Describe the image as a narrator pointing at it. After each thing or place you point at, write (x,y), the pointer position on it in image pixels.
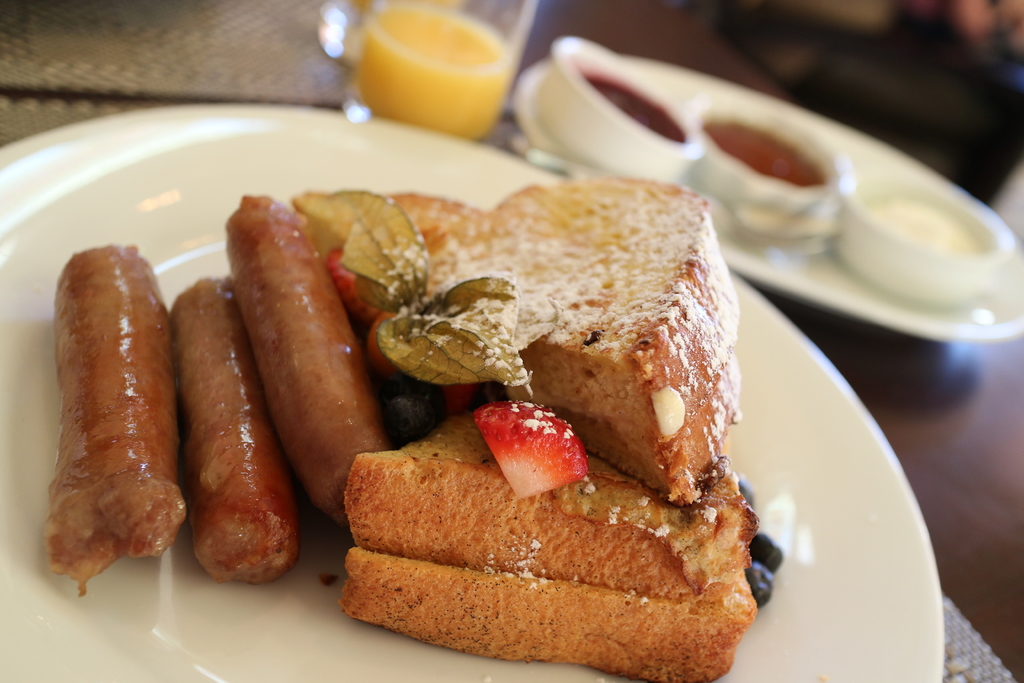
In this image, there is a plate (815,553) contains some food (288,333). There is an another plate (825,267) in the top right of the image (749,166) contains bowls (707,143). There is a glass (509,44) at the top of the image (380,66).
